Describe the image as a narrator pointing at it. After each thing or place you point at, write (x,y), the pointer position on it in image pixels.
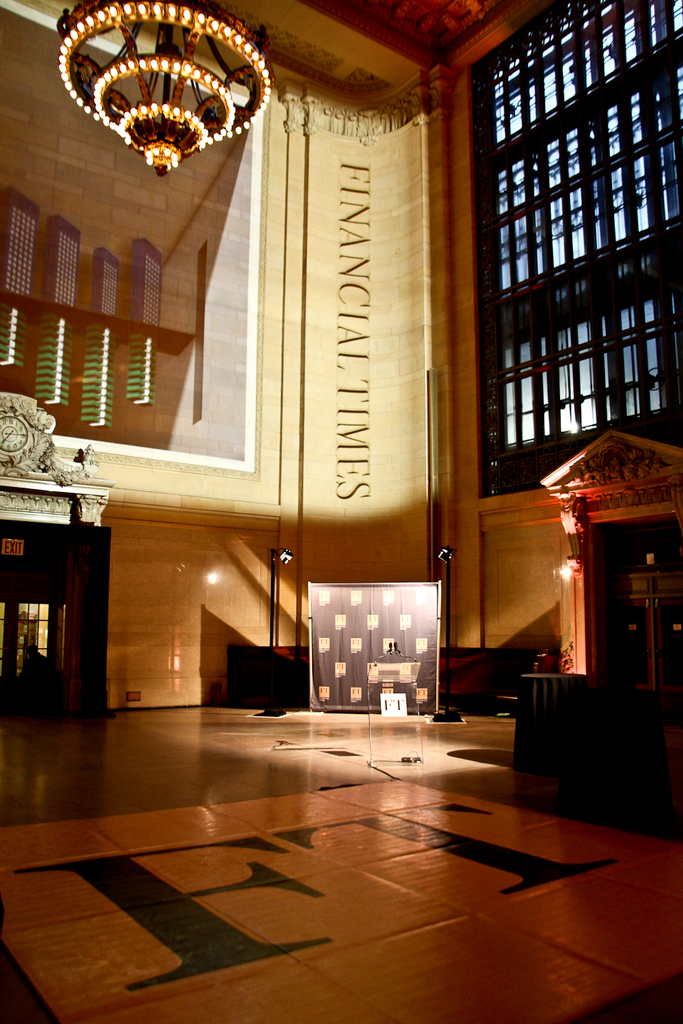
This picture is clicked inside. In the foreground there are some objects (378,690) placed on the ground (510,765). On the left (63,594) we can see the clock (12,447) and an object (99,583) seems to be the doorway (27,562). In the background (156,188) we can see the windows (672,423), wall (319,223), text (348,485) on the wall (351,269), we can see a chandelier (186,57) hanging on the roof (421,11) and some other objects (278,708).
